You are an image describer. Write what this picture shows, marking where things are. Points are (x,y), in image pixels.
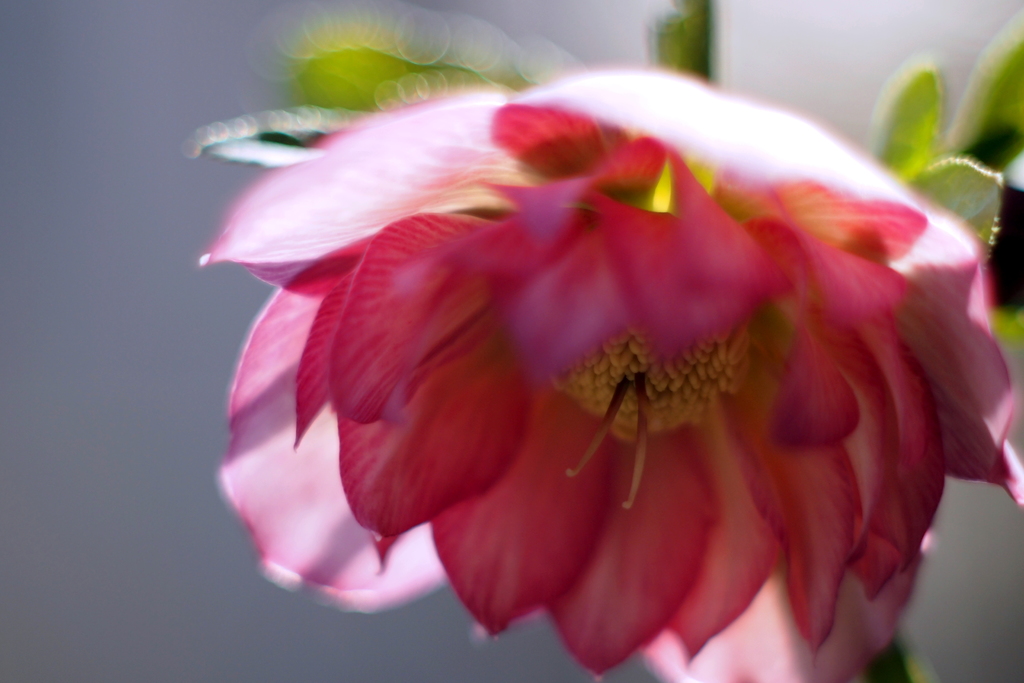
Here we can see a pink color flower (426,219). In the background (186,246) the image is blur.
